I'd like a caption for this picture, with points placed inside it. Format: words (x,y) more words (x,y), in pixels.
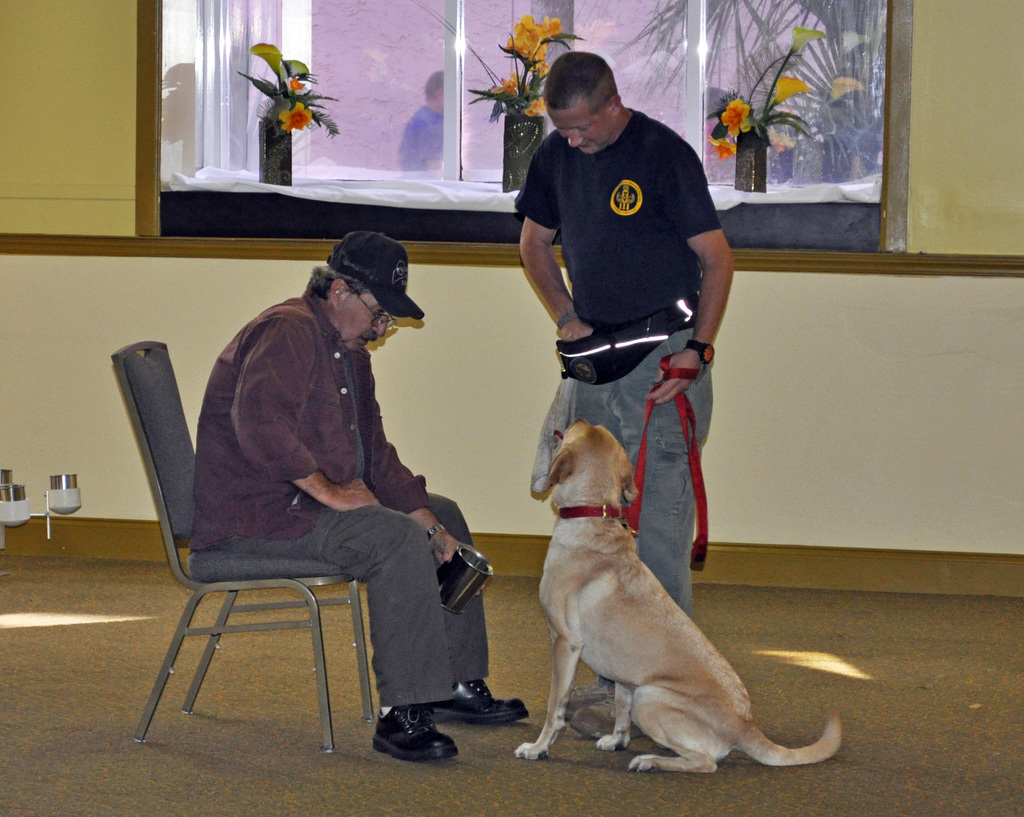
There are 2 people (326,309), one and two on the right of the person (650,356) is standing. He's holding a dog cloth (645,419). On the left side of the person (262,360) is sitting in a chair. He's wearing a cap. He's holding a glass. There was dog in front of him. The background (410,177) we can beautiful flower vases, window (411,159) is there.
